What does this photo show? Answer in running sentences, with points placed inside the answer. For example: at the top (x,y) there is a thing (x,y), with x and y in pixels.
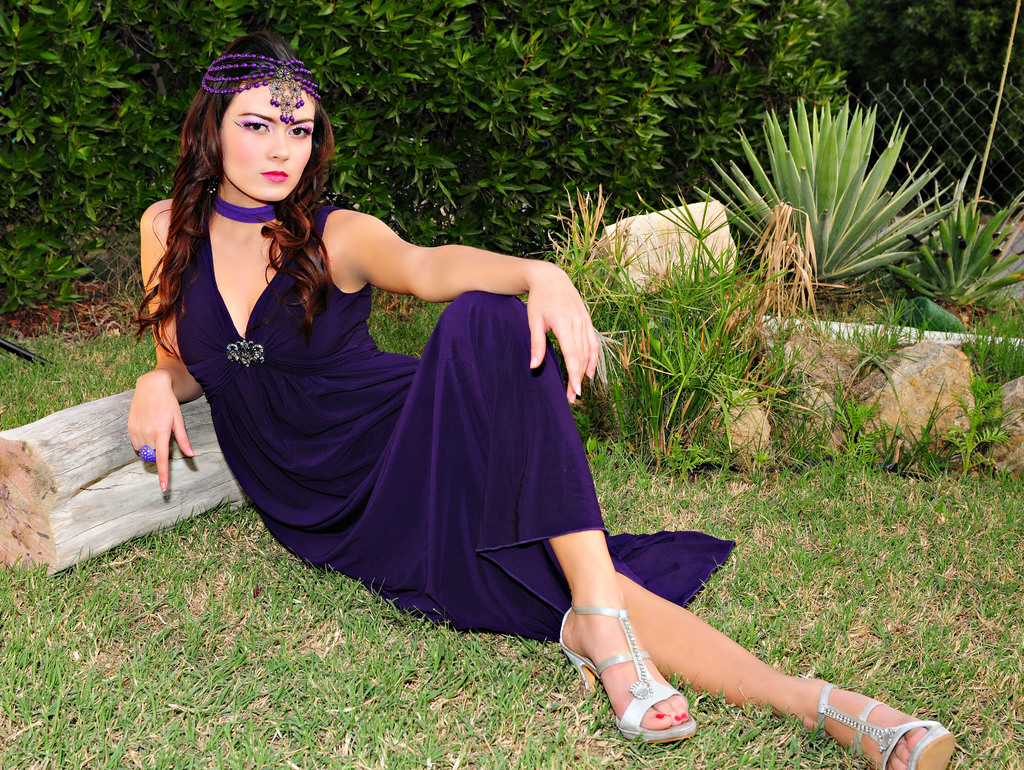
There is a woman (326,290) sitting on the grass (267,594), behind her we can see wooden object (186,468). We can see stones (899,385), plants (774,363) and fence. In the background (478,58) we can see green leaves (476,44).
